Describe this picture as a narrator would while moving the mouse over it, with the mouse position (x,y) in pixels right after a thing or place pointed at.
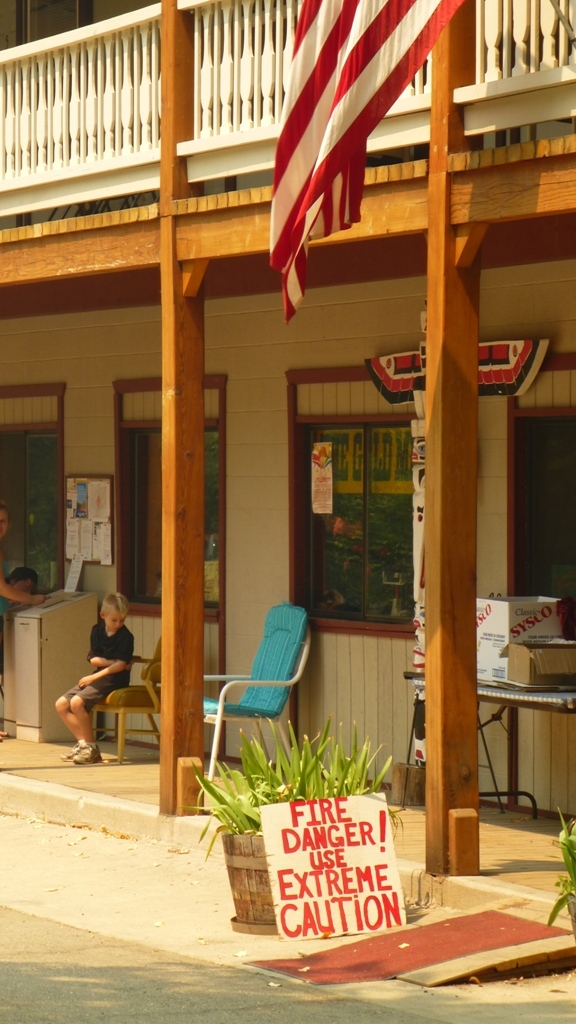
In this picture we can see two chairs (232,697) one person (110,689) is sitting on the chair (101,708) and this is the building (195,420) we can see a potted plant (259,770) and board (343,862) and one flag (323,162).
